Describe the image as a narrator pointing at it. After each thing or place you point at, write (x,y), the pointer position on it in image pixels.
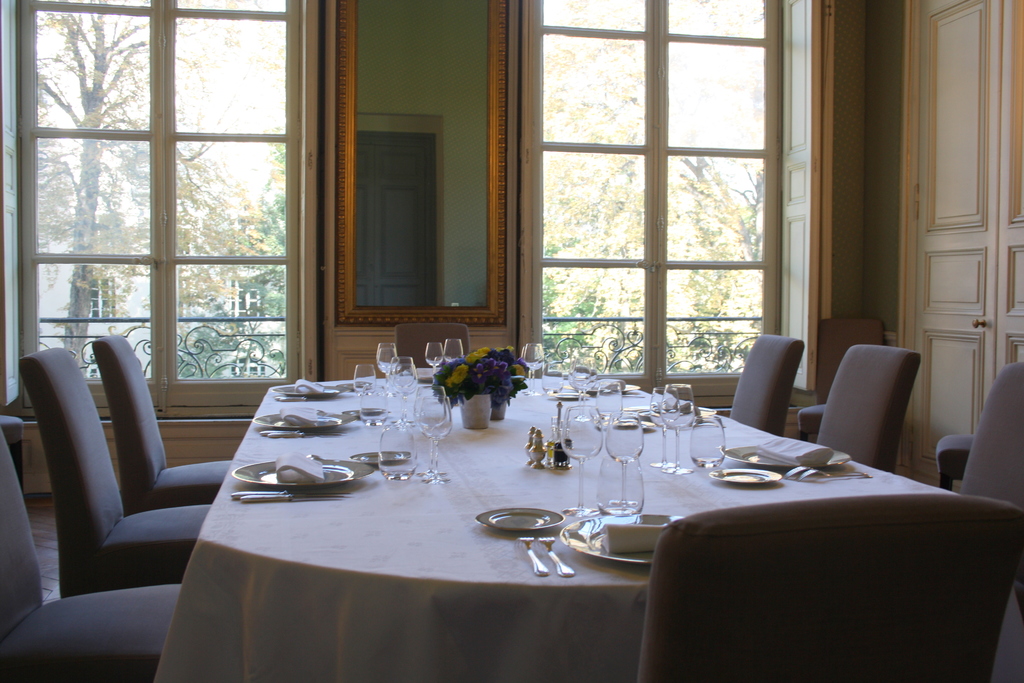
In the foreground (397,591) I can see a dining table (589,575) on which plates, glasses (387,449), spoons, tissue paper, flower vases (473,407) are kept and chairs (66,577) on the floor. In the background (502,254) I can see windows (231,337), mirror (456,282), door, fence (234,349), trees (220,323), buildings (231,306) and the sky (227,155). This image is taken may be in a hall (380,567).
